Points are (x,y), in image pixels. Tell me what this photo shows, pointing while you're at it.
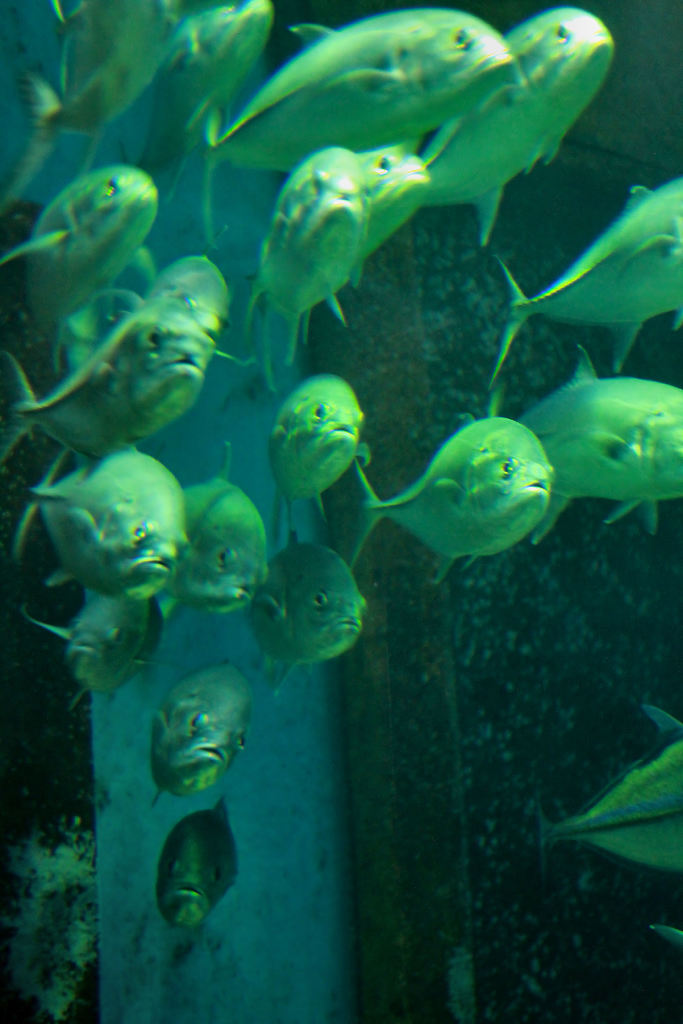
In this picture we can see fish (337,80) under the water (313,1002).
